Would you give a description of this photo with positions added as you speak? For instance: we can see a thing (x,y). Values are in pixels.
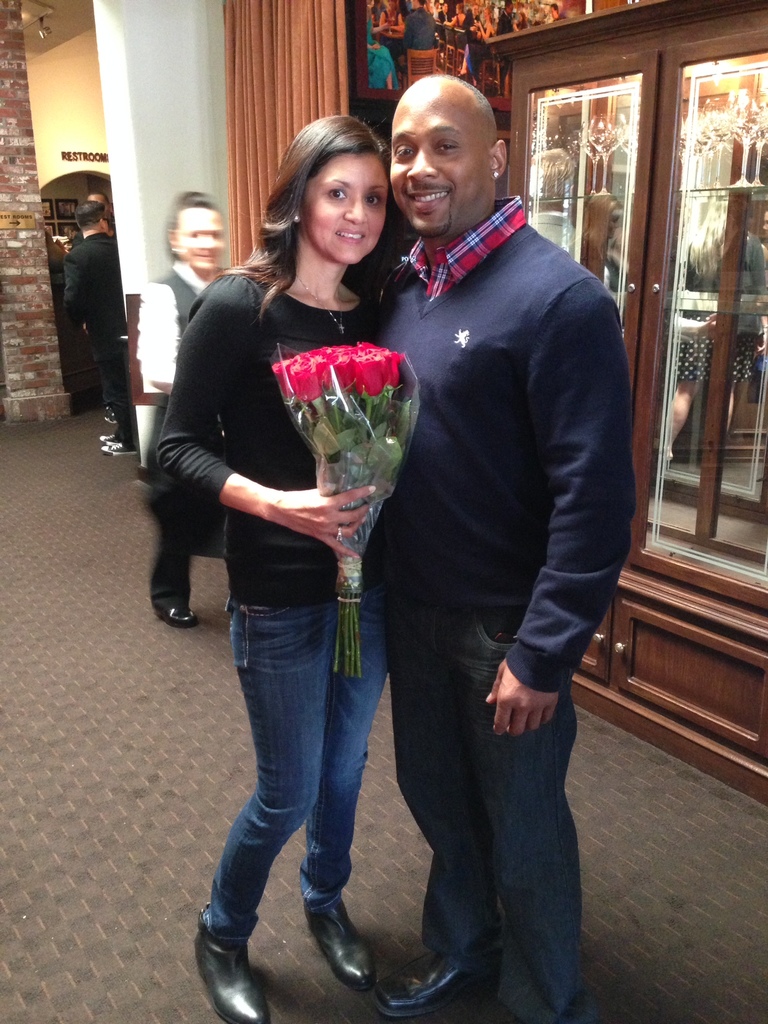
In this image we can see some people (388,557) standing on the ground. One woman (288,725) is holding flowers (367,377). On the right side of the image (728,252) we can see some glasses (751,134) in the cupboard (764,490). In the background (585,10), we can see some photo frames (363,72) on the wall (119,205) and curtains (258,19).
